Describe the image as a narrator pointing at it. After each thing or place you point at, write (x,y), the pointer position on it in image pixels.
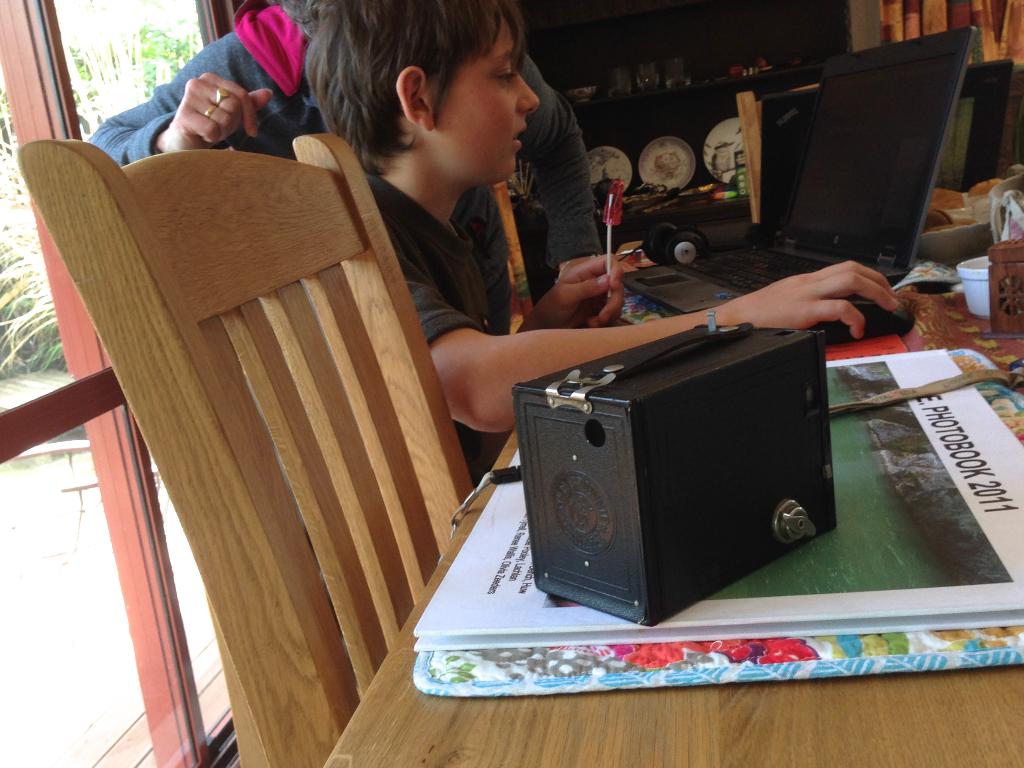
This image is taken indoors. At the bottom of the image (649,720) there is a table (692,723) with a laptop (822,218), a pen holder (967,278), a box (767,506), a few papers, a book (912,482) and a few things (1023,379) on it. On the left side of the image (148,630) there is a glass door (72,447) and through the glass door (72,426) we can see there are a few plants (134,76). There is an empty chair (339,409). A boy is sitting on the chair (334,390) and a person (297,84) is standing. In the background (672,70) there are a few things (684,175) on the shelves (636,93) and there is a curtain (979,57).
